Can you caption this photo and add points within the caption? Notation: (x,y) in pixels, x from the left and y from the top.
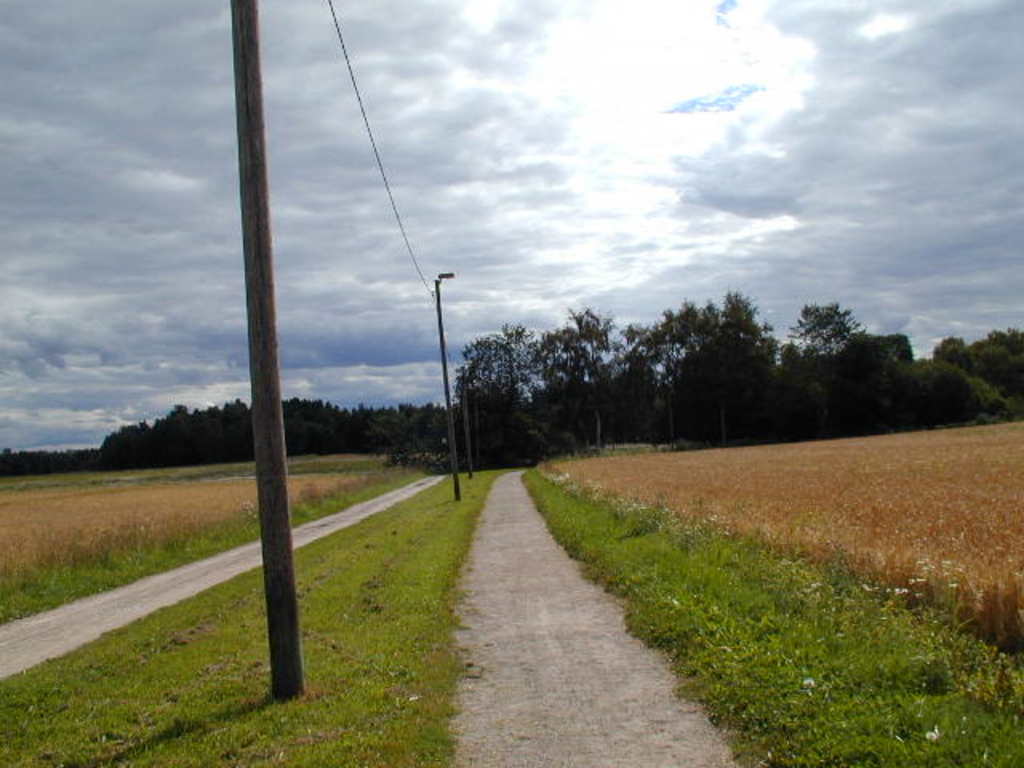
In this picture there are poles (442,325) on the left side of the image (269,513) and there is grassland (692,479) on the right (873,506) and left side of the image (193,511), there are trees (654,382) in the background area of the image (840,386).
